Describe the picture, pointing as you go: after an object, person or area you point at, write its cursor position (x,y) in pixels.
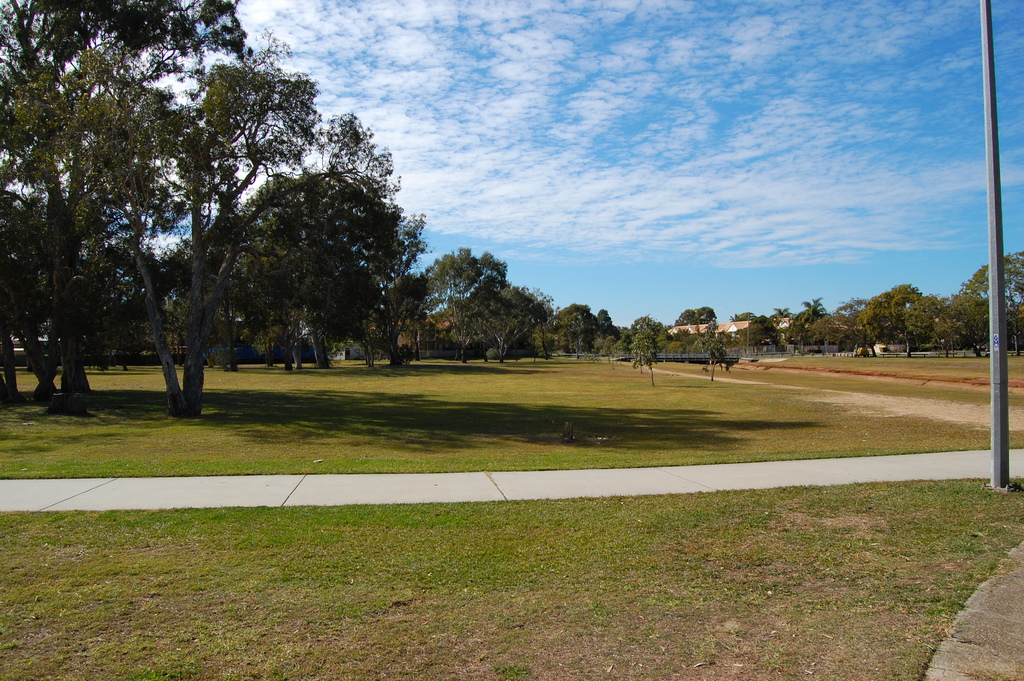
In the picture there is ground (377,532), there are trees (235,271), there is a cloudy sky (726,151).
